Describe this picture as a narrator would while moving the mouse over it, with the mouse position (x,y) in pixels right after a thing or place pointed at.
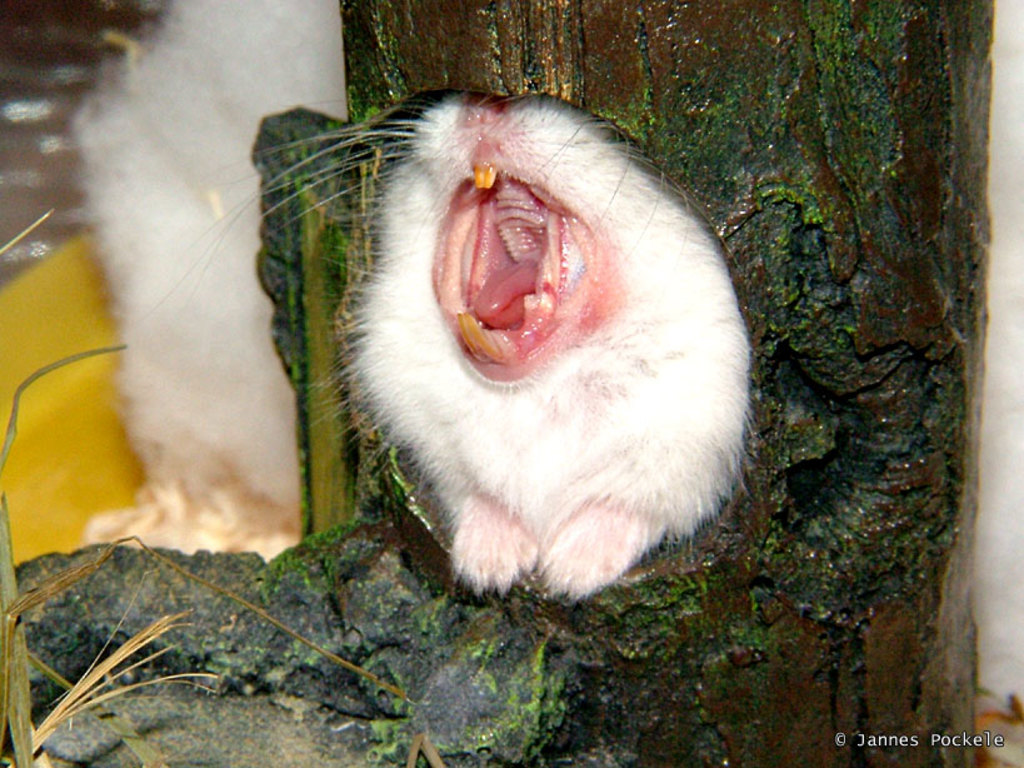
In this image there is a white animal (669,284) inside the bark (627,618) of a tree (504,646). In the left (245,471) there is also another white animal (177,457). At the bottom (947,745) there is a logo (904,744).
